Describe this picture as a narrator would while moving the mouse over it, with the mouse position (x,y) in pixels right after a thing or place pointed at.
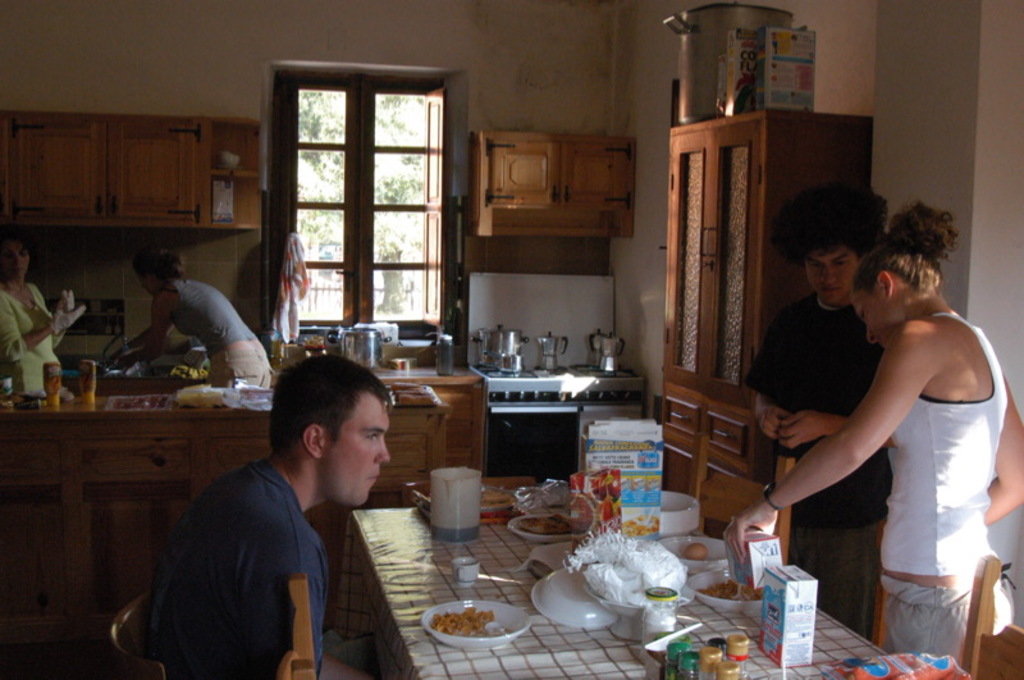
This is a picture of a kitchen (908,168) where we can see some people (197,295) and a table (543,542) on which there are some food items (535,531) and chairs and also the other desk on which we have the kitchen items (318,348) and a shelf (690,201) on which a container (706,19) is placed and a window (366,176).
